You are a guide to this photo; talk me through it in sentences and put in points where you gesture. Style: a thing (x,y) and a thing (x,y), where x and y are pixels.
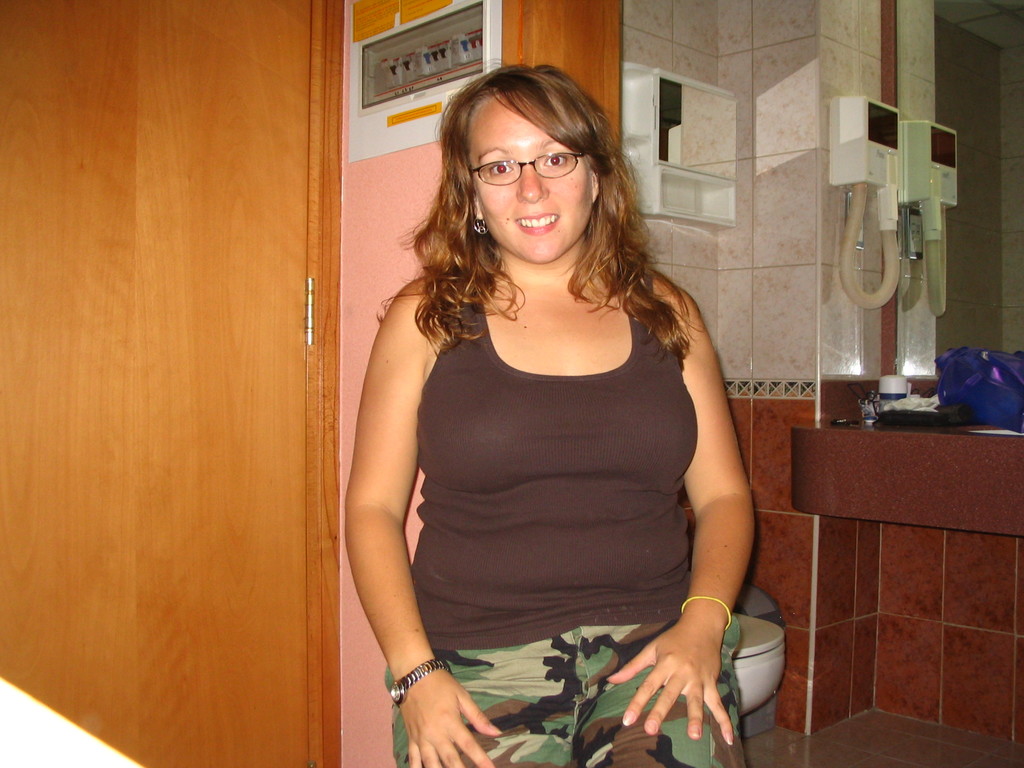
In this image, we can see a woman (525,299) is watching and smiling. In the background (383,236), we can see wall (385,235), door (144,323), switches (440,62), few objects (731,195), tile wall (711,238) and mirror (968,164). On the mirror (956,244), we can see reflections (986,205). On the right side (764,666) bottom of the image (770,671), we can see commode (752,660), dustbin (757,615) and floor (837,751).
